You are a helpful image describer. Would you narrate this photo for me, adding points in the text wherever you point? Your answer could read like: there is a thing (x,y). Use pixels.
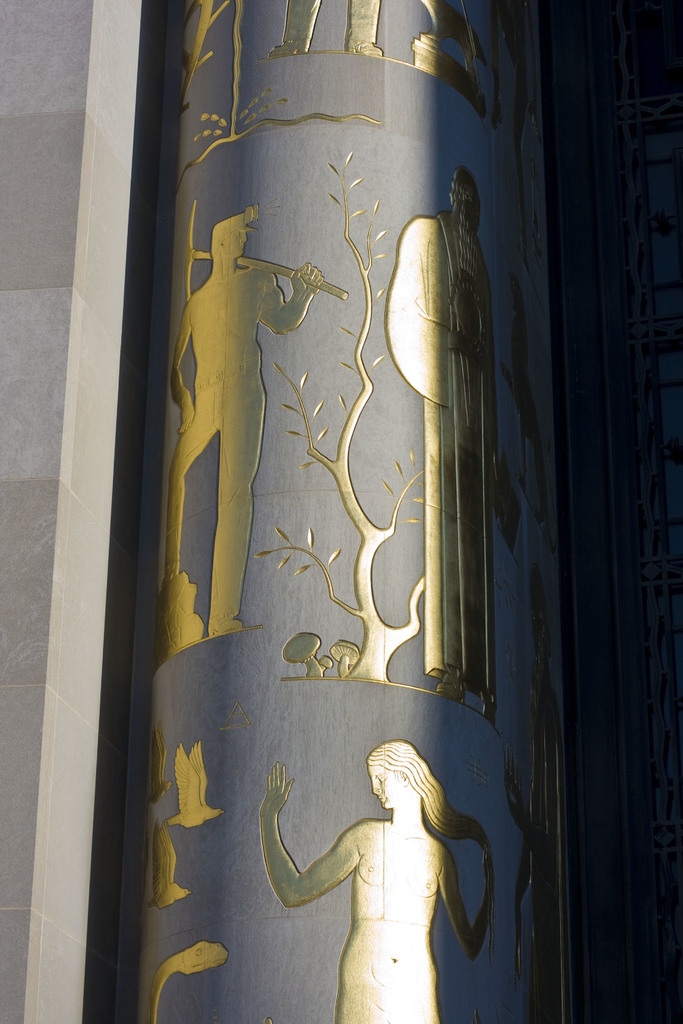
In this picture I can see the building's wall (69,468). In the center (364,515) I can see the statues (402,303) of a person (395,947), hammer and another object (364,525) which is made from the gold color.
